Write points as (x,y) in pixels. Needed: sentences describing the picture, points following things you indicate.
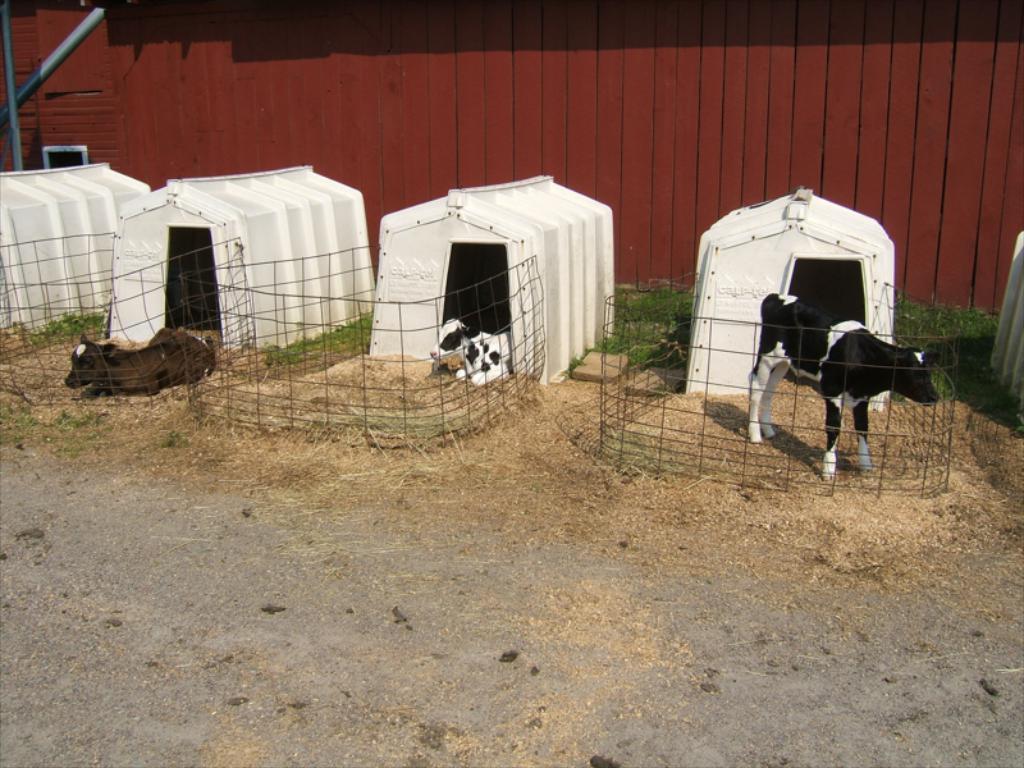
Here we can see two cows (174,379) are sitting on the straw (248,427) on the ground (339,447) and on the right (834,365) there is a cow (790,355) standing on the ground (239,357) at their sheds (389,312) and we can see fences (329,268) to each shed (78,230). In the background (414,49) there is a wooden wall (324,52) and on the left we can see poles (36,86).
